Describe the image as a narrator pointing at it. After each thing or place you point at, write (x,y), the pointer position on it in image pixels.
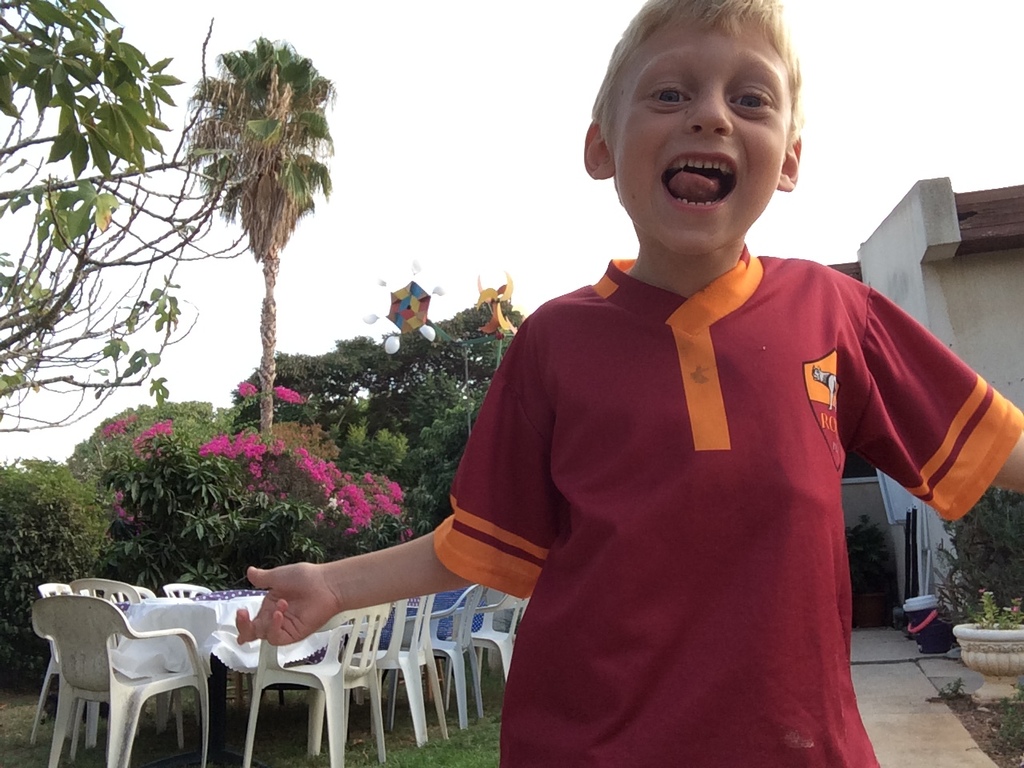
In this image i can see a boy (746,305) standing, and in the background (489,620) i can see few chairs (71,683), plants (199,544), sky (343,267) and a building (953,285).
